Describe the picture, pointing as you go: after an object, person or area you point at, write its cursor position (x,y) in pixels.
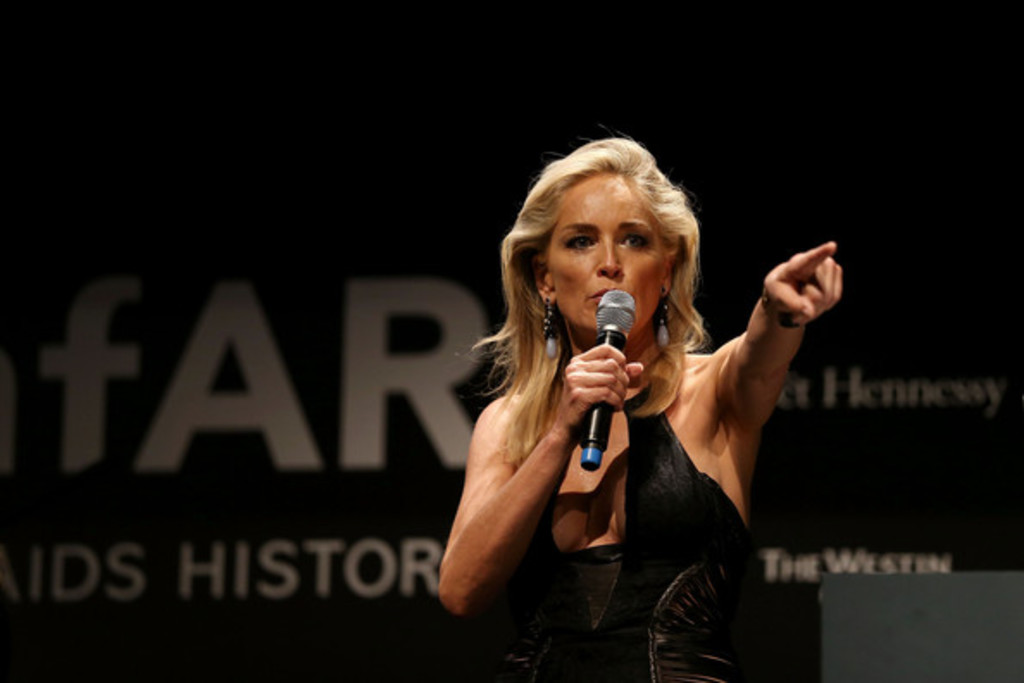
In this picture we can see a woman (574,502) holding mic (597,419) in her hand (604,370) and talking and in the background (733,199) we can see a banner (265,259) and it is dark and in front of her we have a laptop (872,634).
